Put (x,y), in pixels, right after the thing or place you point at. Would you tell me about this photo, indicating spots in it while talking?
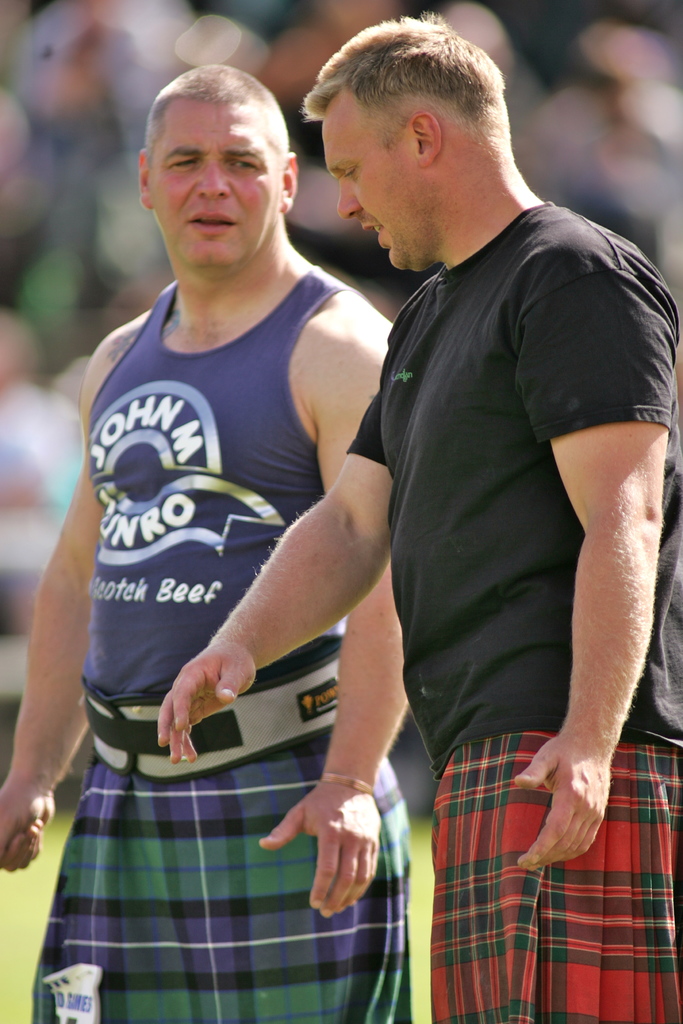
In this image I can see two people (426,374) standing and talking to each other with a blurred background (608,106).
